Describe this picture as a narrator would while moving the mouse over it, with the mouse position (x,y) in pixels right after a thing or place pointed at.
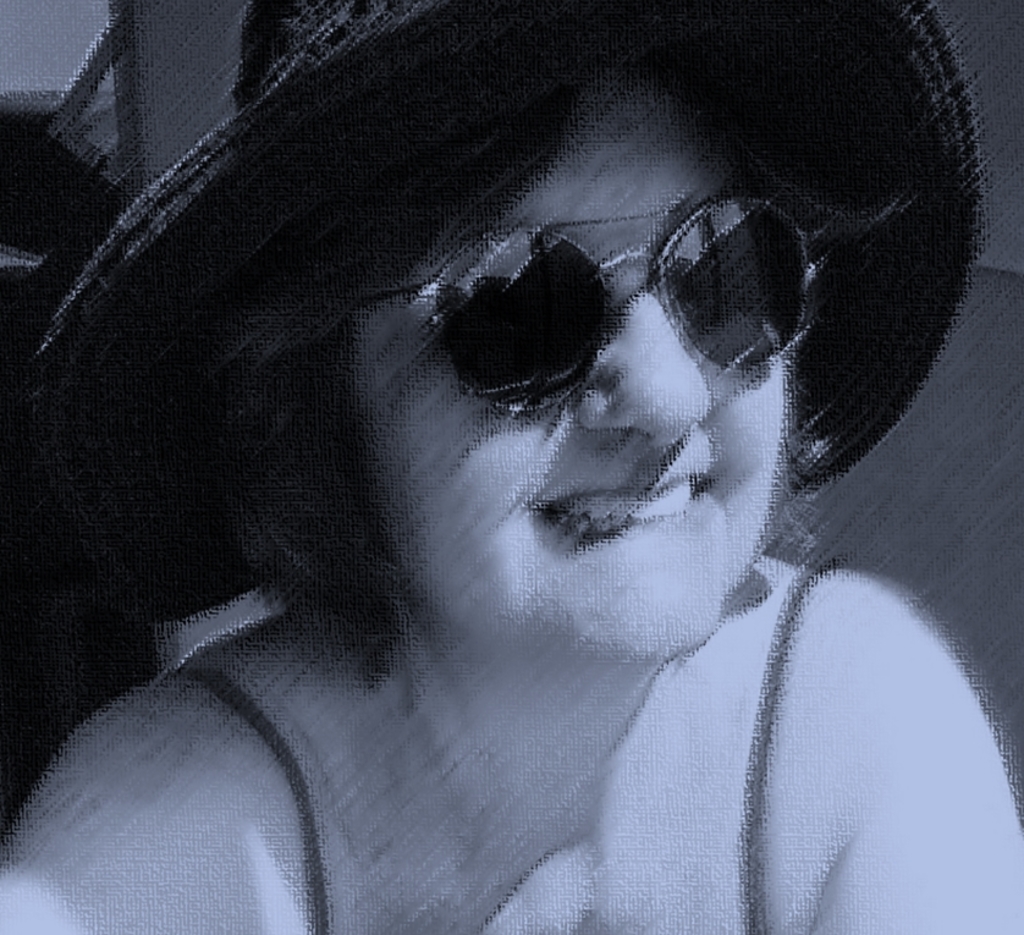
In this image I can see the person (593,487) wearing the goggles (473,269) and the hat (417,166). I can see the image is in white and black color.
